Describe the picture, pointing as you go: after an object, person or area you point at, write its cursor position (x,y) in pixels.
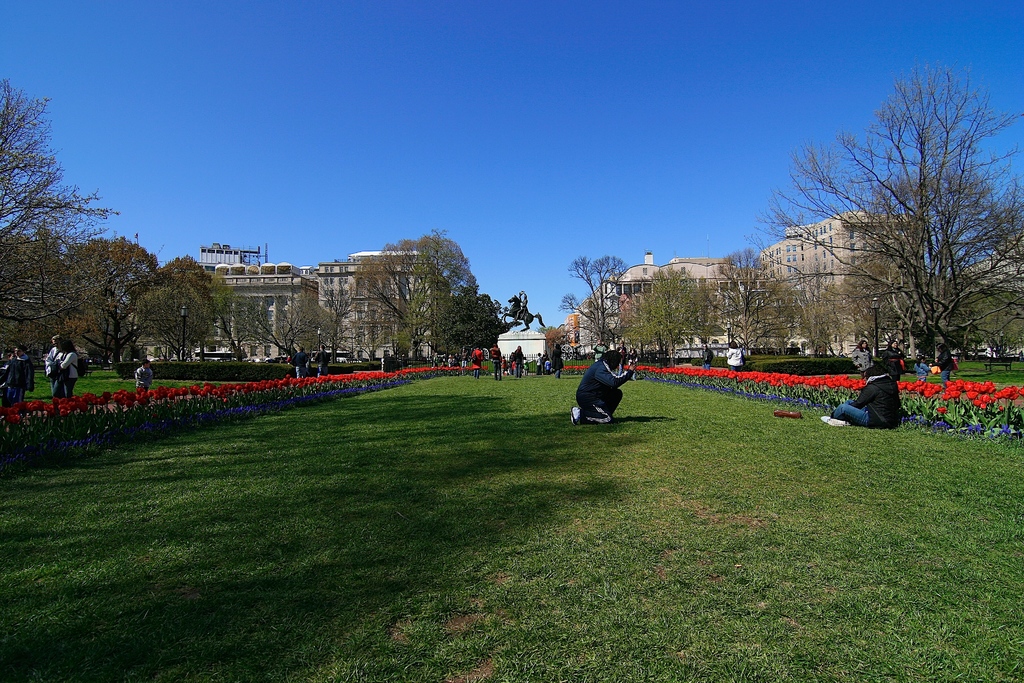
In the image we can see there are people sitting on the ground (562,459), the ground (404,469) is covered with grass (501,482) and there are tulip flowers (963,411) in the garden (219,362). Behind there are lot of trees (1004,321) and there are buildings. There is a horse statue (523,296) in between the garden (123,423).
